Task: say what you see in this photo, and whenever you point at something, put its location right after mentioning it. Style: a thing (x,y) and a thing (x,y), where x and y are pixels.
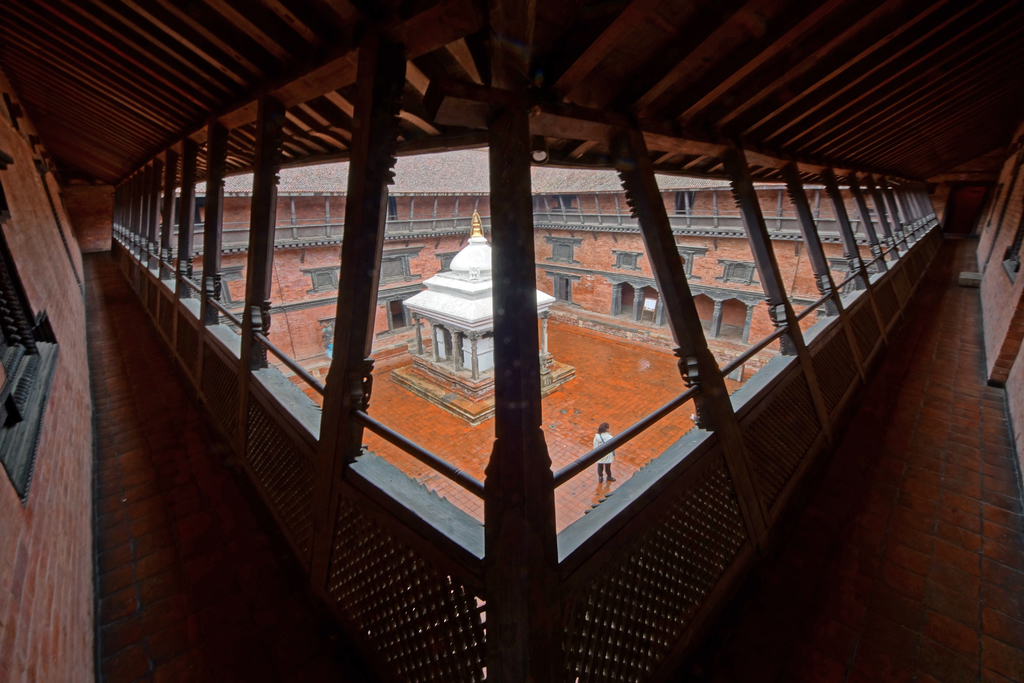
In the picture I can see an inner view of a building (558,148). On the ground (572,427) I can see a house (438,366) and a person (610,437) is standing. Here I can see fence (600,448), poles (653,249), windows (617,259) and some other objects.
